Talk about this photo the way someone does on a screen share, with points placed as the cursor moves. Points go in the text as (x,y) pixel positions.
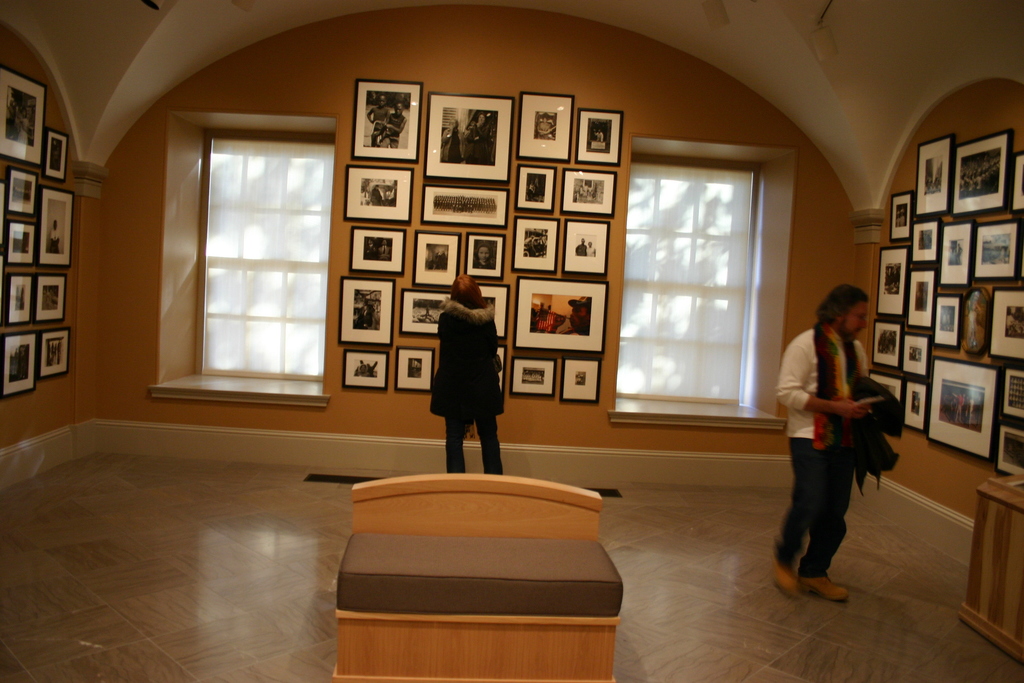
In this image, we can see people (484,429) and one of them is wearing a coat (492,369) and the other is wearing a scarf (844,423) and holding a coat (881,416). In the background (507,172), there are frames (464,152) on the wall (899,443) and we can see windows (694,261) and there are stands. At the bottom (165,560), there is a floor (169,539).
